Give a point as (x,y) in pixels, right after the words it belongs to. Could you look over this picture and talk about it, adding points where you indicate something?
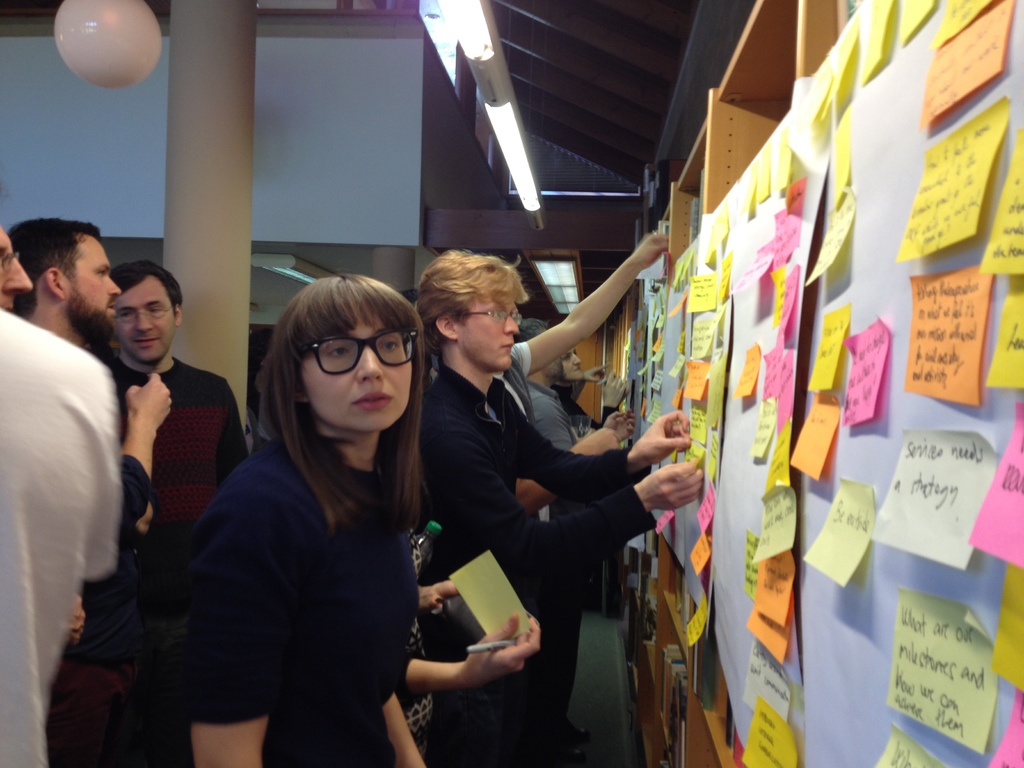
This image consists of many persons (414,539). To the right (806,416), there is a board (893,277) on which the persons (675,429) are pasting the papers (771,718). In the background (240,175), there is a wall (272,178) along with a pillar (201,139).
